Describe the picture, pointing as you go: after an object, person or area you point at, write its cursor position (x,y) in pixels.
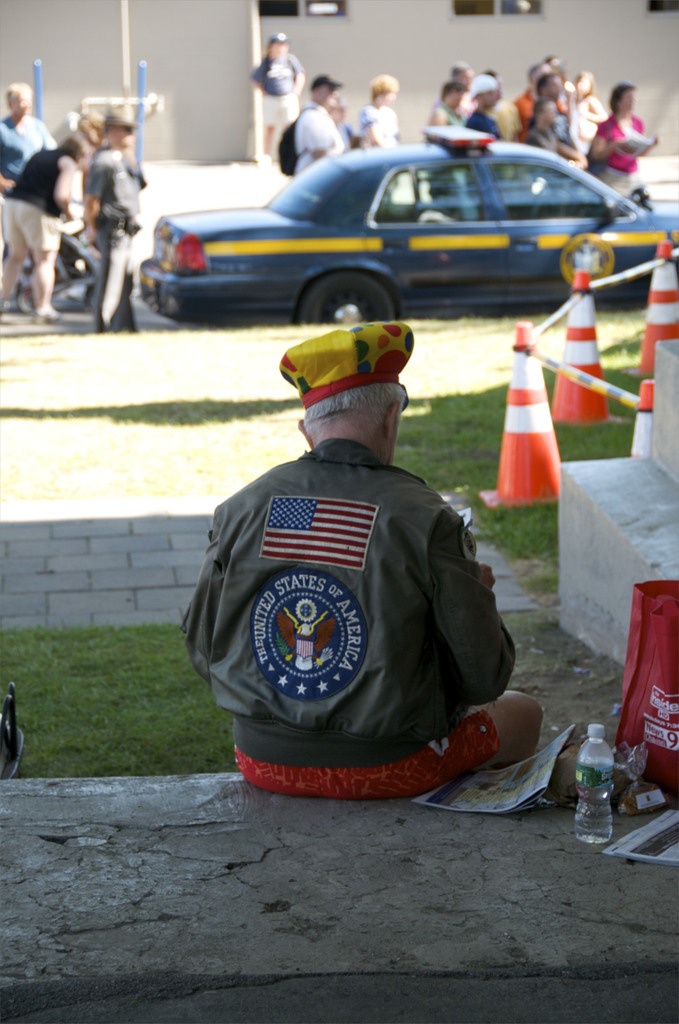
In the center of the image (306,354) there is a person (290,518) sitting on the ground (311,802). In the background (508,282) we can see traffic cones (512,376), grass (46,677), car (191,257), persons (43,301) and building (217,21).
